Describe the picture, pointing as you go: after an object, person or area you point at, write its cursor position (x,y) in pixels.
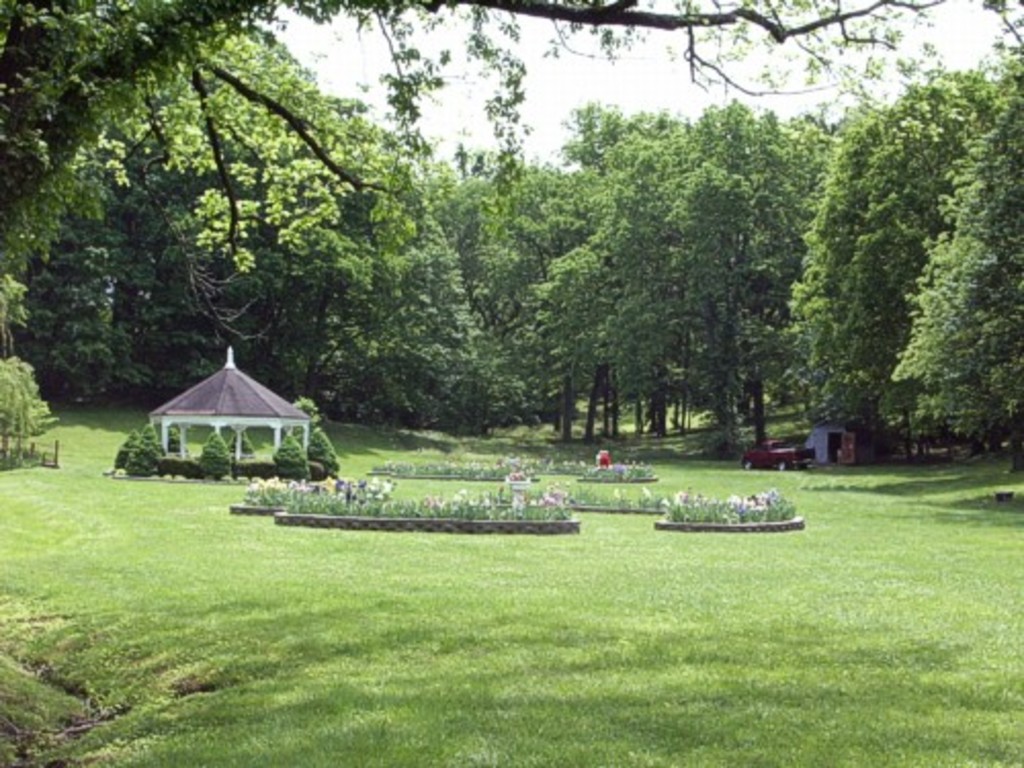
In the center of the image (558,398) we can see the sky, clouds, trees (885,420), grass (1017,478), plants (204,474), one vehicle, one house (830,460), one tent type object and a few other objects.
